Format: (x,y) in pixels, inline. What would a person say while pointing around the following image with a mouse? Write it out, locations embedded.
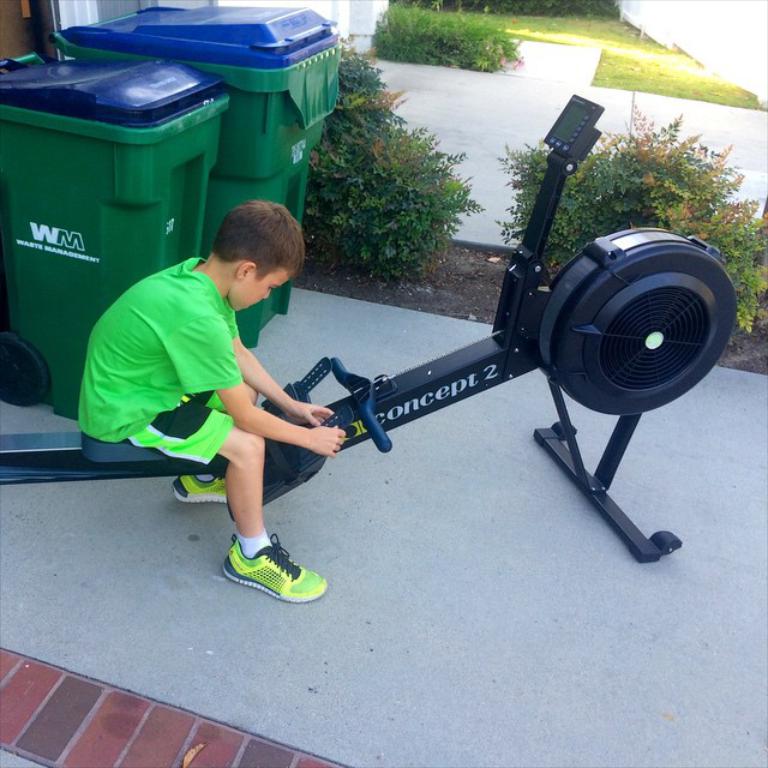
In this image we can see a boy (226,392) sitting on the rowing machine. In the background (86,235) there are bins (22,83) and we can see plants (441,48). There is grass (656,58).
